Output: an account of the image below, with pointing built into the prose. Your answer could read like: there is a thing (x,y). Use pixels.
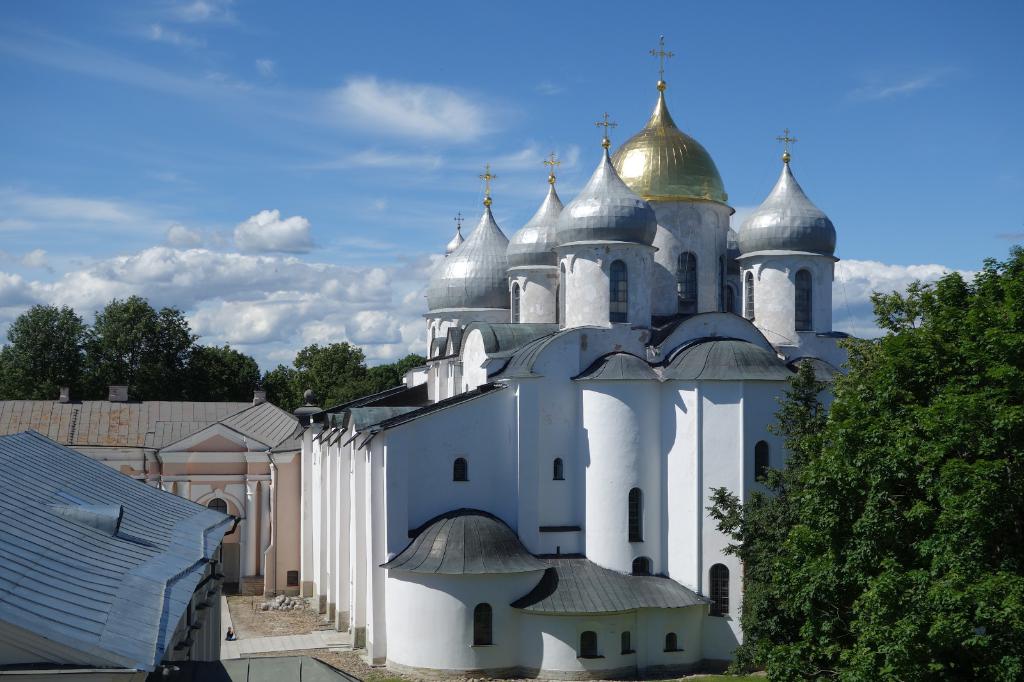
In the background (351,307) there is sky (436,194) with clouds (887,282).
